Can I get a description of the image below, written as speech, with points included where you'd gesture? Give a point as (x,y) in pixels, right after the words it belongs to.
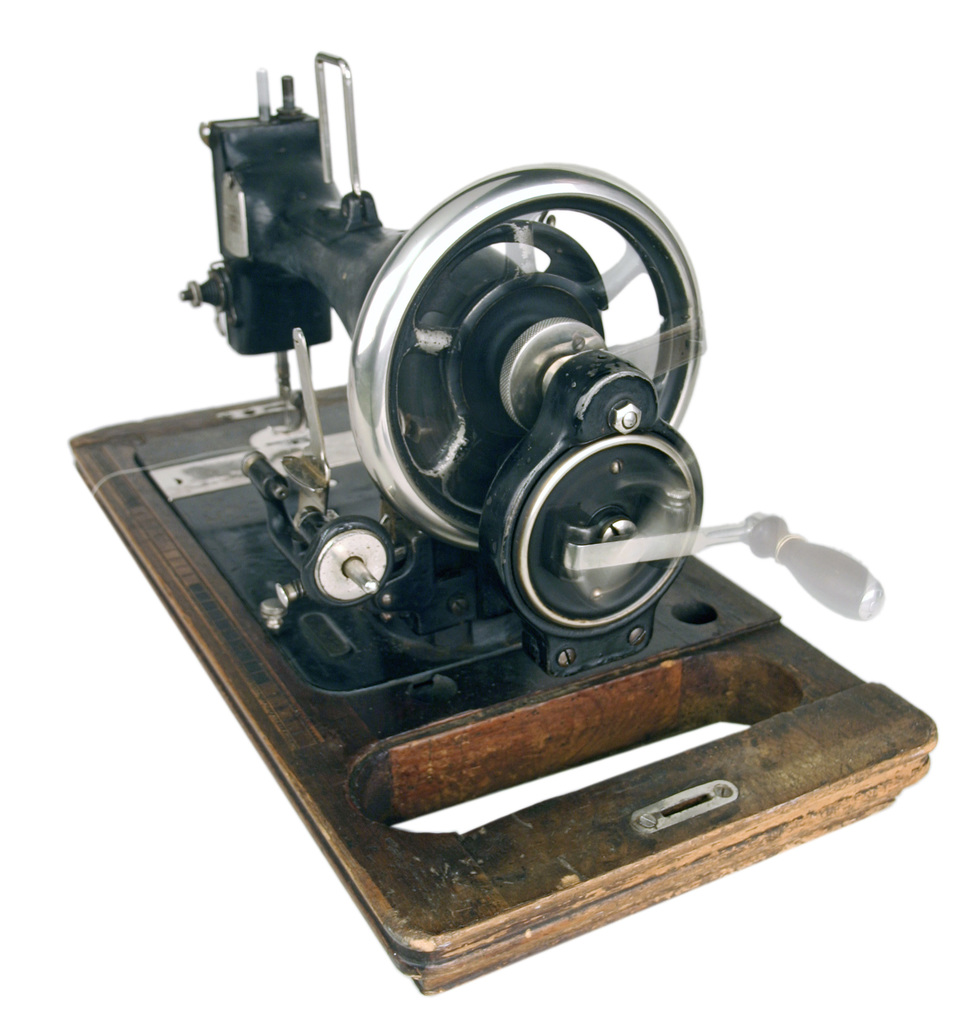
In this image I can see a sewing machine (397,395) attached to the wooden board (328,764). I can see the machine (422,573) is silver and black in color and the board (557,711) is brown in color. I can see the white colored background (826,69).
